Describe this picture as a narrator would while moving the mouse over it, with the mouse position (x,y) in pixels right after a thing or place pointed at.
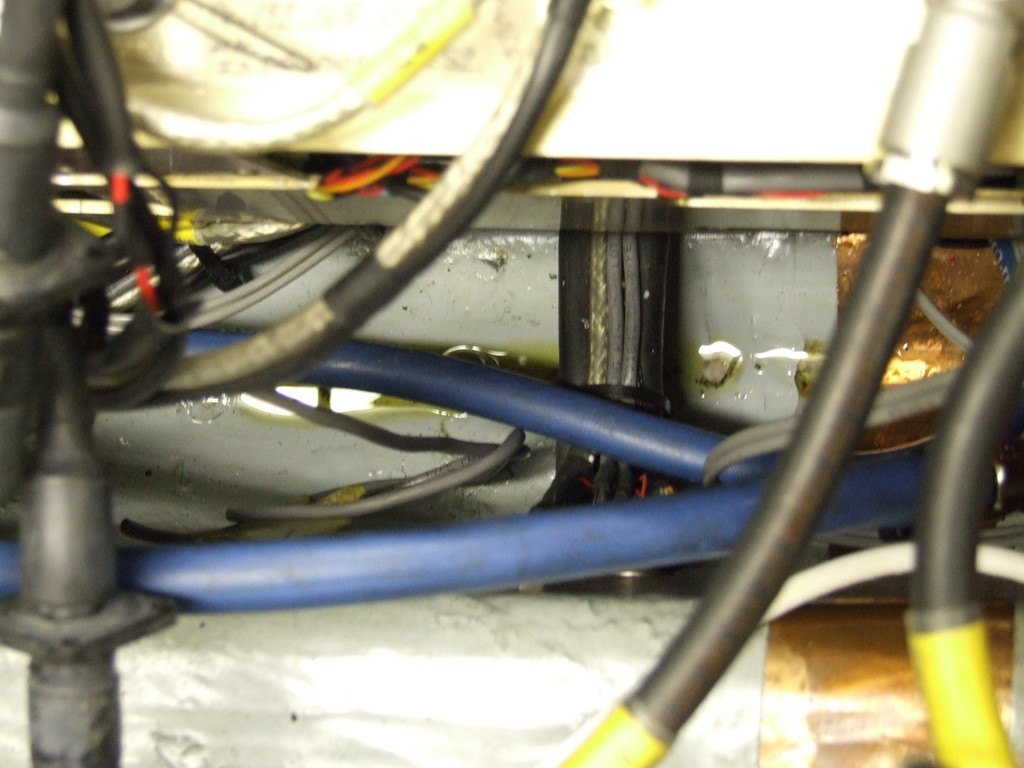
As we can see in the image there are different colors of wires (374,348).
